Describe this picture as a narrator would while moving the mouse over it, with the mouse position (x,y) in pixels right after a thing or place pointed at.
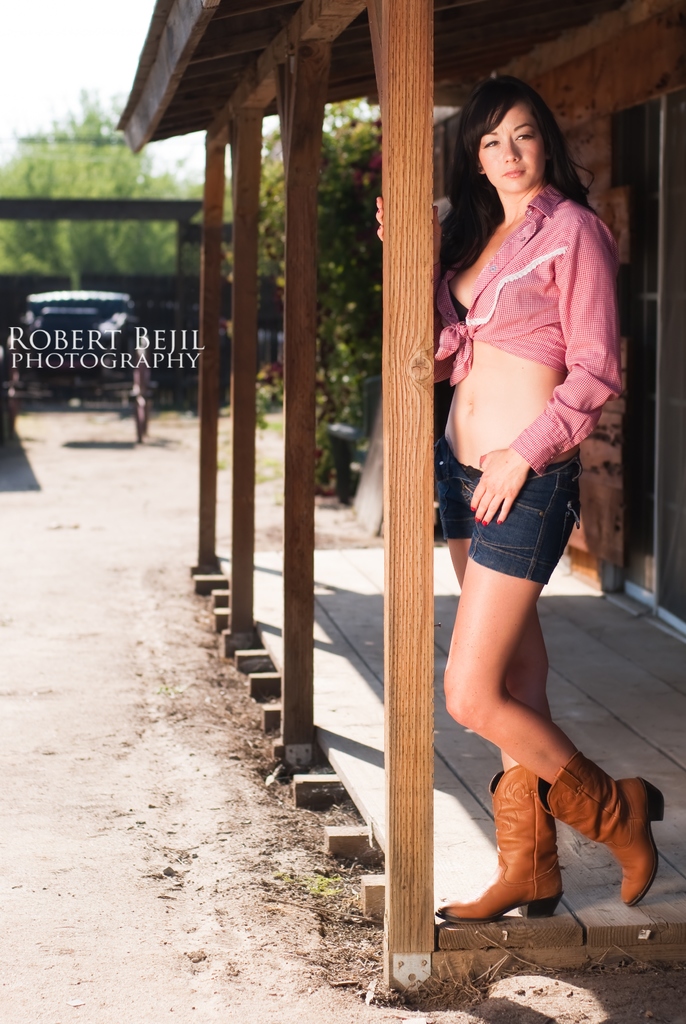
In this image I can see a person (516,374) is wearing pink top (575,295) and jeans (560,473). Back I can a house (624,95), trees (368,186), vehicle (95,372) and shed (59,210). The sky (62,92) is white color.
